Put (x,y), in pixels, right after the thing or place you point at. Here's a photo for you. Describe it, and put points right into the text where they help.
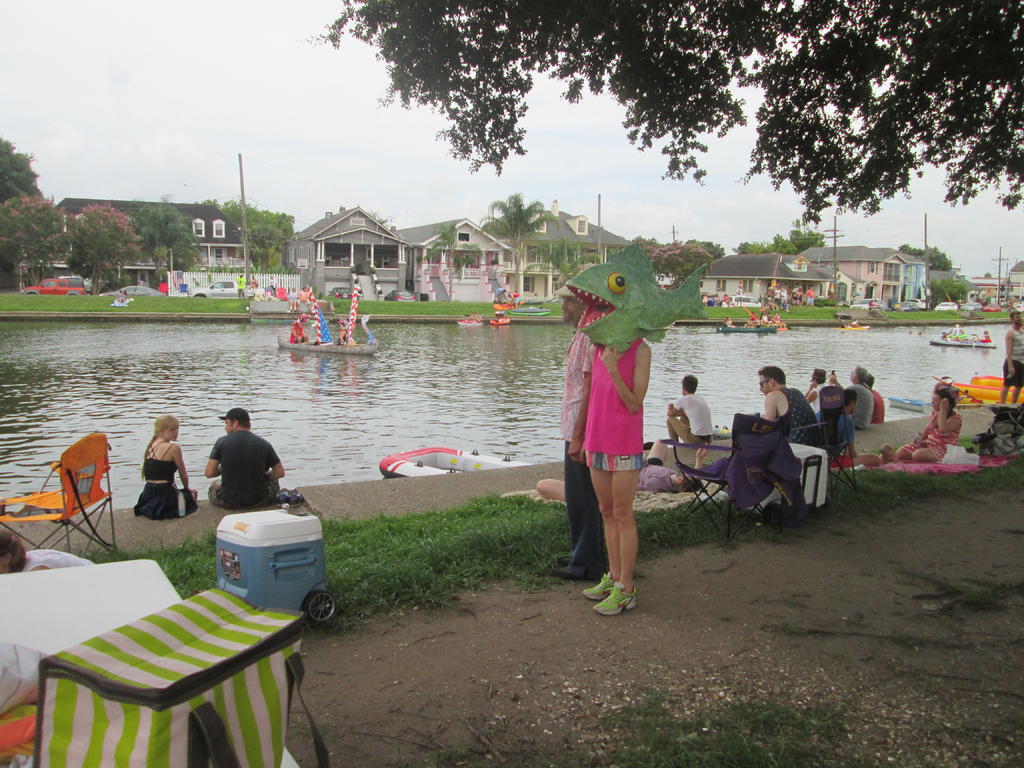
In this picture I can see there are two people (606,386) standing here and this person (615,365) wearing a pink shirt (593,368) is wearing a mask (610,289) and in the backdrop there are some people (882,456) sitting in the chair (792,488) and some of them are sitting on the floor (417,496), there are two people (227,481) sitting here on the left (159,487), there are wearing black color dress (239,457) and in the backdrop (130,471) I can see there is a lake (323,388) and there are some boats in the lake (408,344) and there are buildings (230,232), trees (148,250), poles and the sky (459,161) is cloudy.
